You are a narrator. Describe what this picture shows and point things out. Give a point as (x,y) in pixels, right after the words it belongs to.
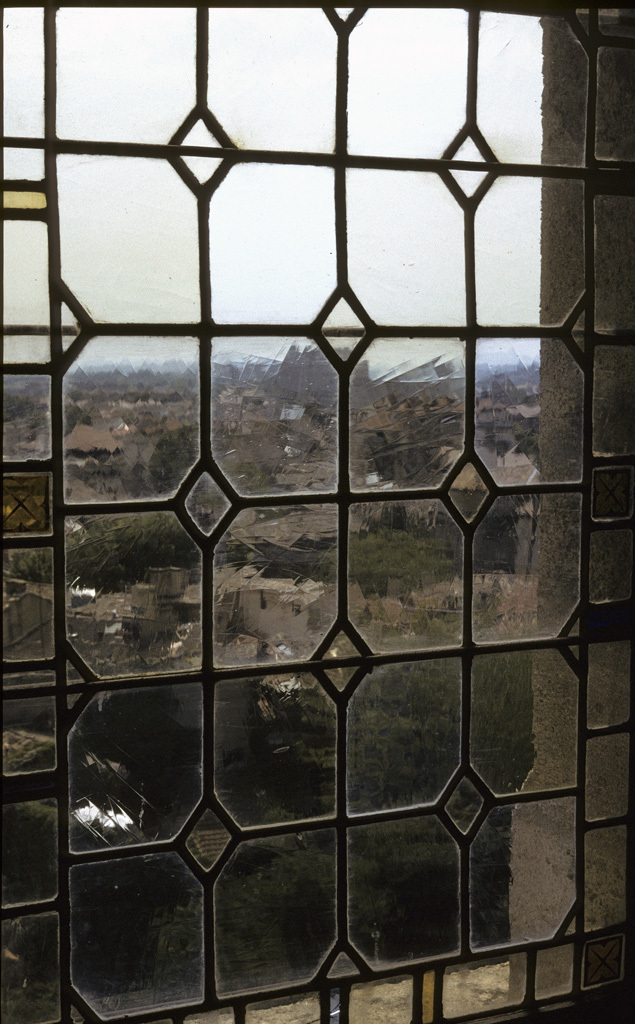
In this picture there are buildings (392,505) and trees (55,1015). At the top (159,198) there is sky (106,169). In the foreground (109,150) there is a window (574,770). At the back (99,388) there might be mountains (175,372).
